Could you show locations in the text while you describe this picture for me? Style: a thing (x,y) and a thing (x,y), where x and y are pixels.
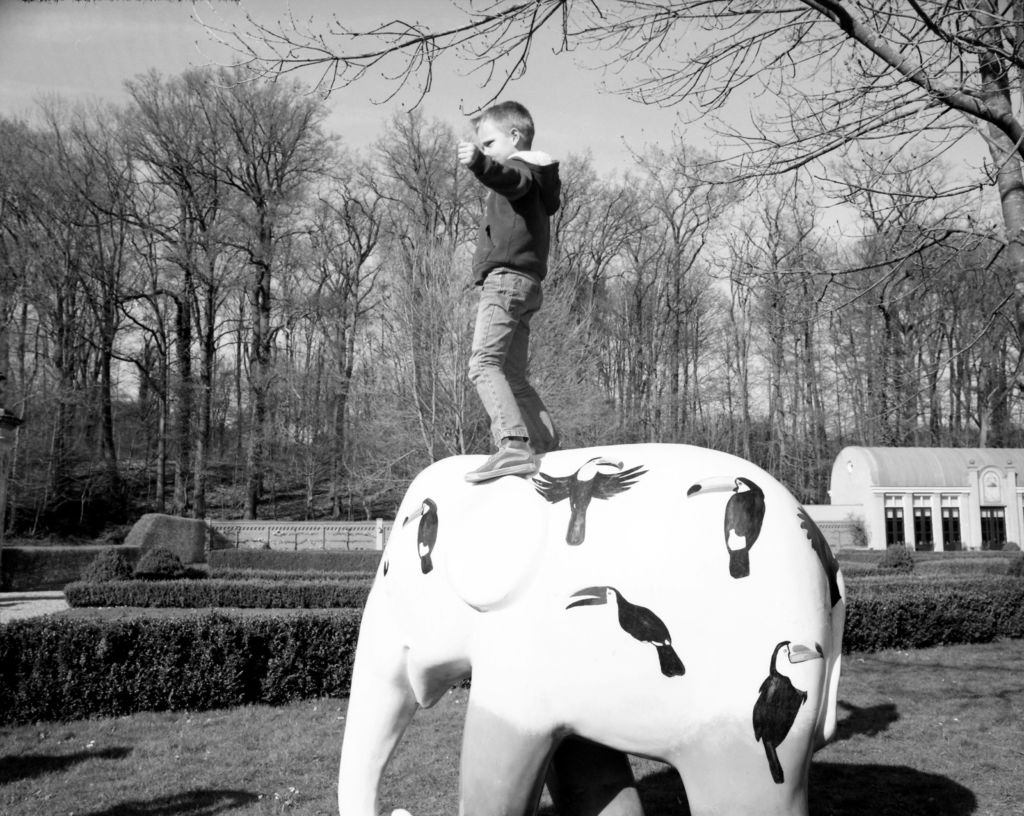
In this picture there is a boy (506,106) standing on the statue (477,593) of the elephant (668,669). At the back (238,409) there is a building (1009,526) and there are trees (44,494). At the top (496,87) there is sky (301,17). At the bottom (279,745) there is grass (10,734).
